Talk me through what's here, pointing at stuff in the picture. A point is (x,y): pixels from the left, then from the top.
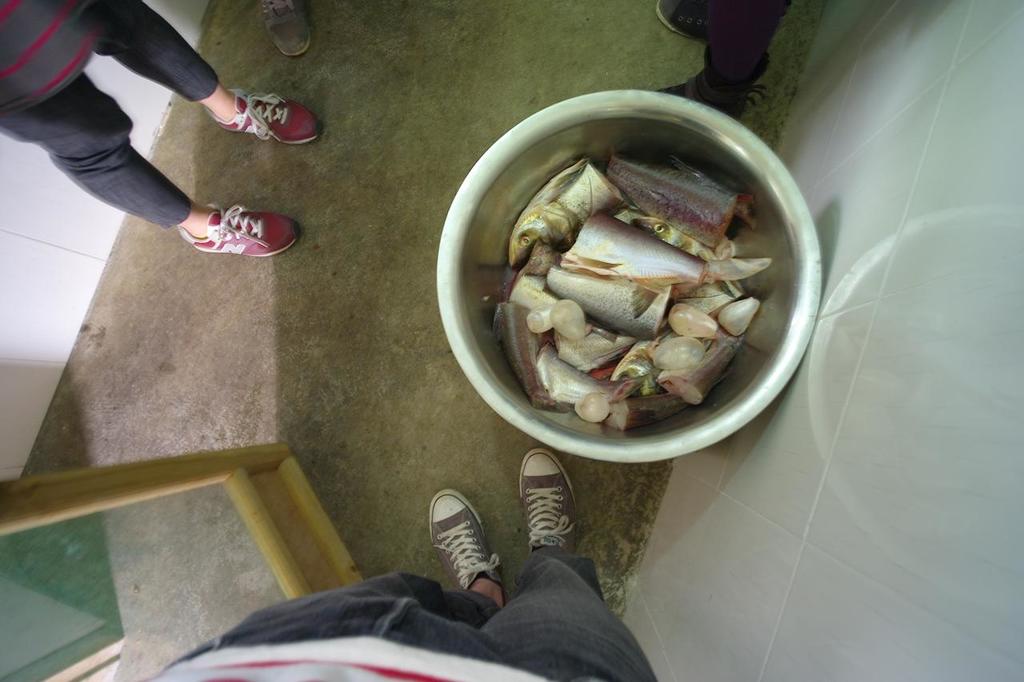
This image consists of several persons (489,563). And there is a bowl (504,236), in that there are fishes (553,306).
